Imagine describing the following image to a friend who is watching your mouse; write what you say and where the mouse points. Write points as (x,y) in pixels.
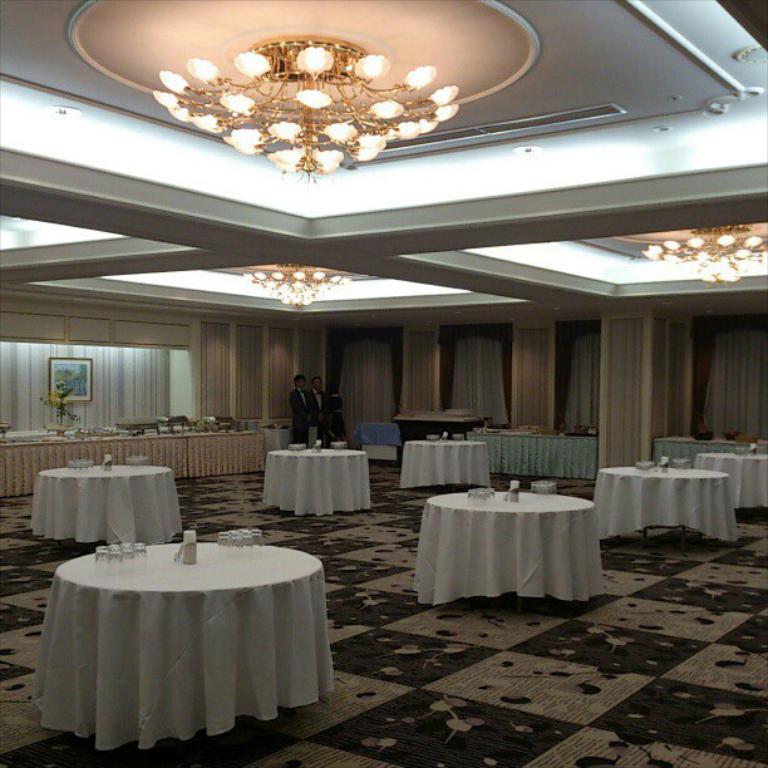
This image is taken in a banquet hall (289,361). In this image we can see the tables (283,451) which are covered with the white clothes (280,566) and on the tables (86,593) we can see the glasses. We can also see the frame (77,392) attached to the wall (146,381). There is a flower plant (65,407). We can also see the curtains (557,379). At the top (554,106) there is ceiling (586,97) with the ceiling lights (350,84). In the background (311,417) we can see two men (319,401) standing on the floor (391,560).
